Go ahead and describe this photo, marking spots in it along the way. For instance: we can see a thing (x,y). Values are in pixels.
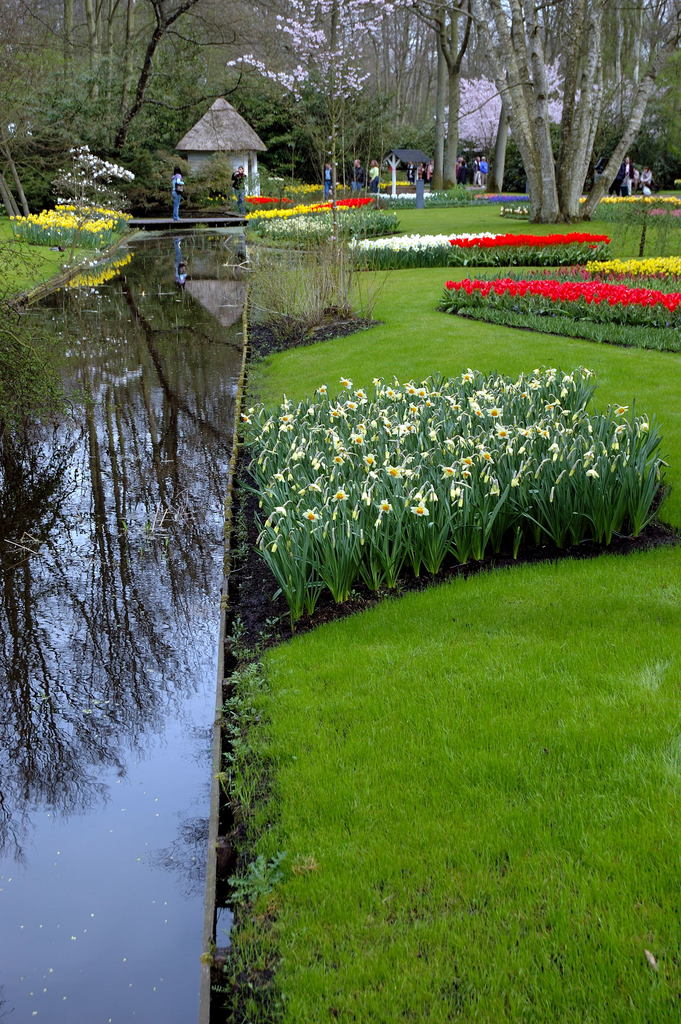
In the picture I can see few flowers (515,294) which are in different colors and a greenery ground (512,577) in the right corner (568,617) and there is water (79,562) in the left corner (77,855) and there are few people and trees (360,74) in the background (386,74).
